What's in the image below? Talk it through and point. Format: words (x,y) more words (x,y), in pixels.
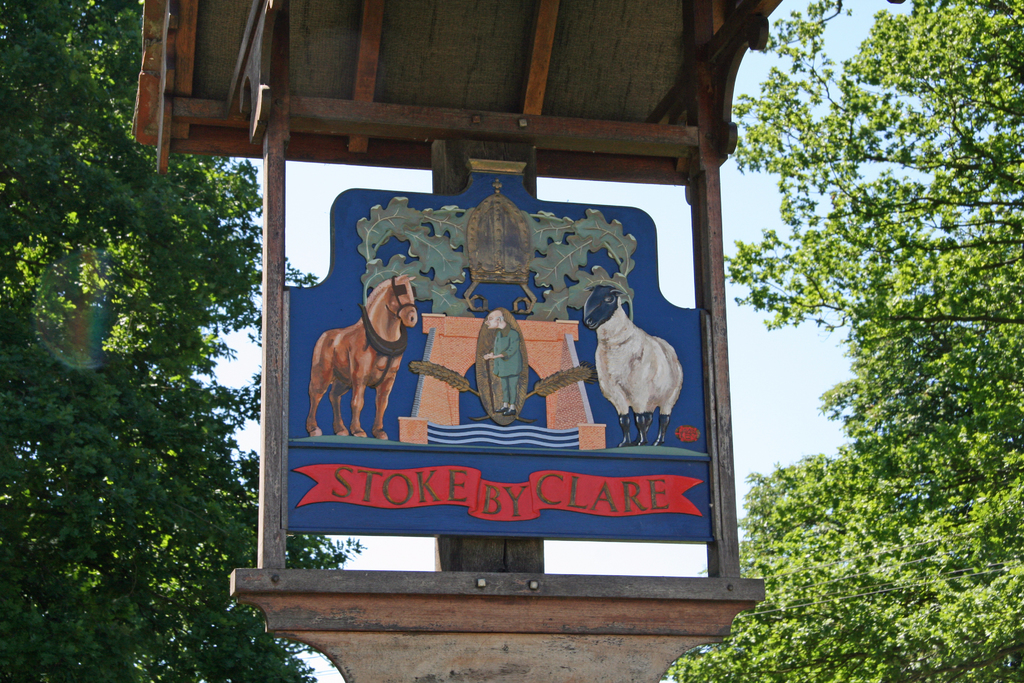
This image is consists of a wooden board (562,442). To the left (102,379) and right there are trees (918,598). In the background (776,468), there is sky (770,448).
